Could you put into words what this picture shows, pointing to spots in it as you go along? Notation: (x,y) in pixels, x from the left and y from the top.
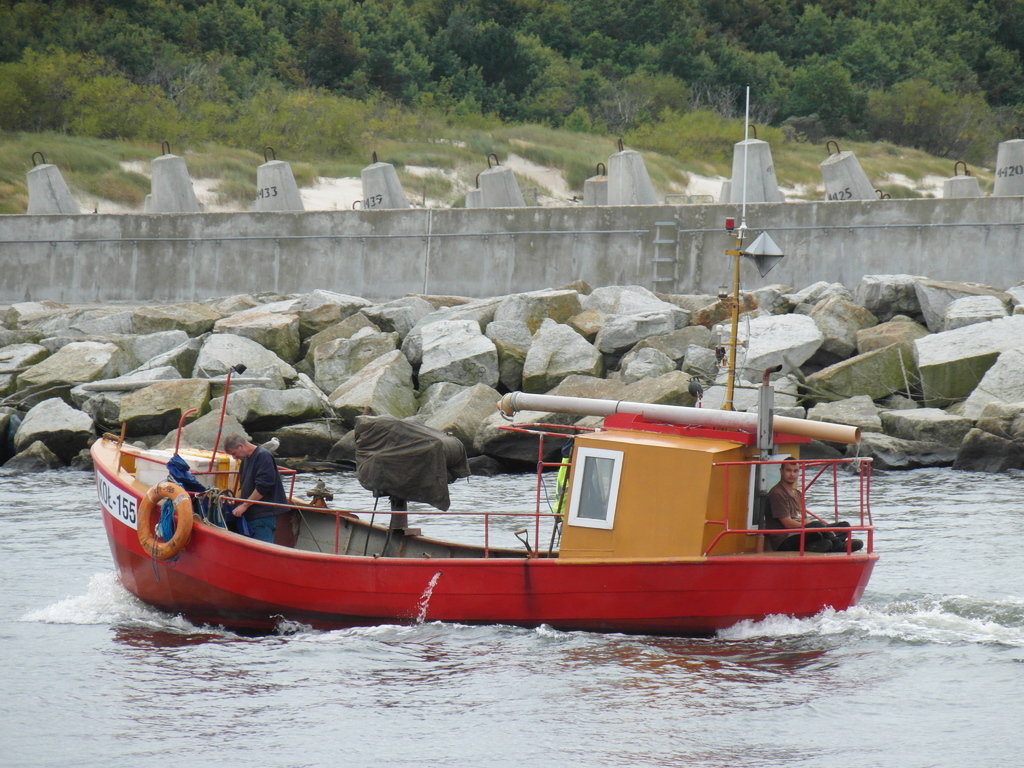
In the center of the image (389,498) we can see a boat (354,566) on the water (550,638) and there are people (269,462) in the boat (409,579). In the background (249,415) there are rocks (378,316), wall (312,279) and trees (300,107). At the bottom (362,670) there is water (829,660).
